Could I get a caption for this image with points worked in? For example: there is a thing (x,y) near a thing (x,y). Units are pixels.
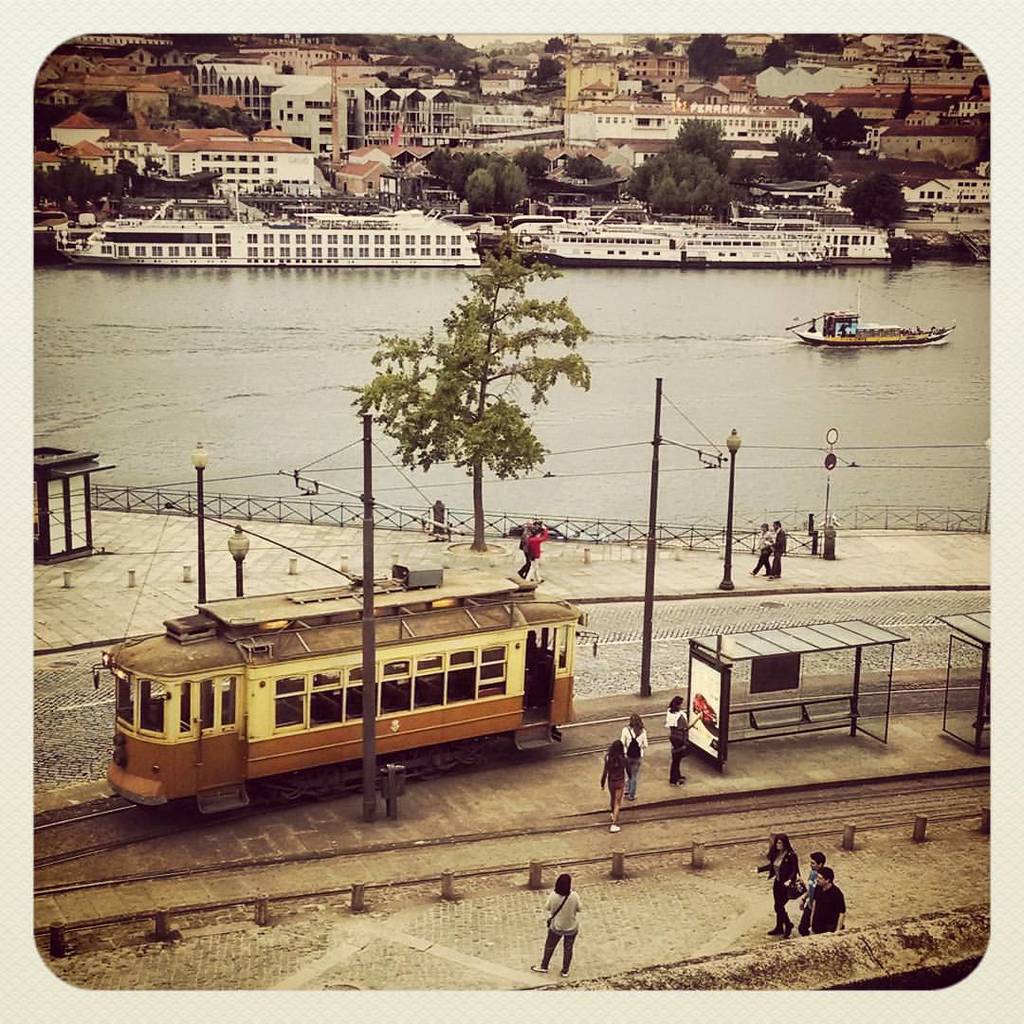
In this image, we can see some people (613,806) walking, there is water (760,512) and there is a boat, we can see some buildings (940,99) and there are some green color trees (546,159).
